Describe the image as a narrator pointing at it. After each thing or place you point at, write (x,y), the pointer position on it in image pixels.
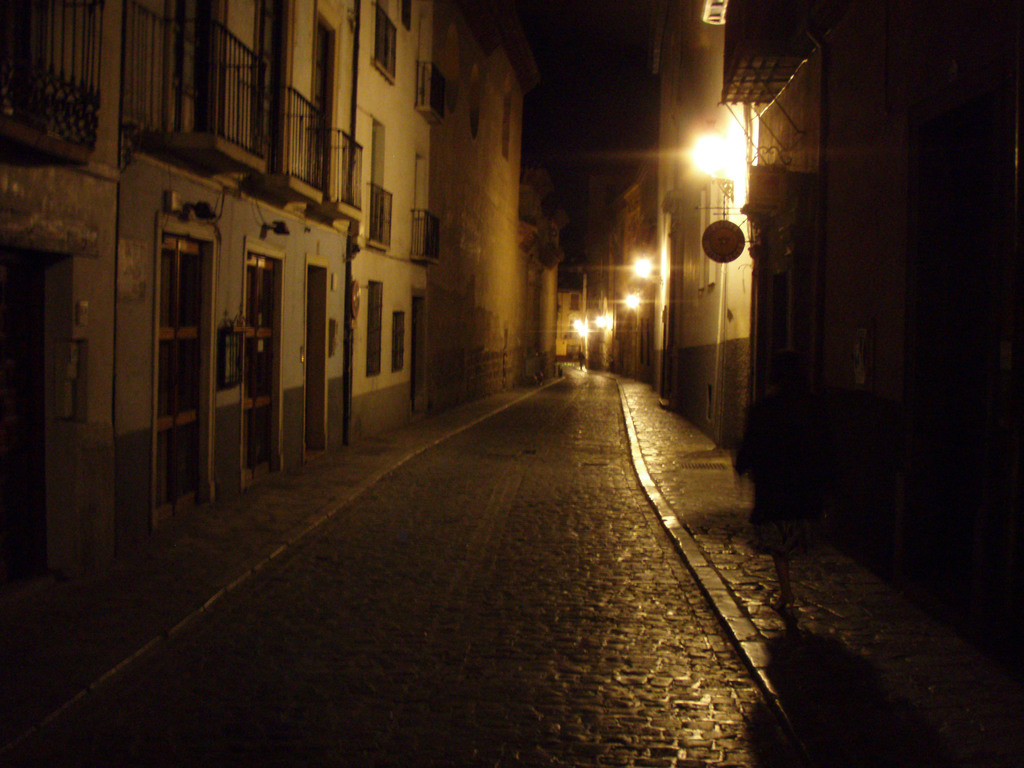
In this image we can see buildings (269,364), grills (324,161), pipelines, street lights (723,154) and road (482,526).
